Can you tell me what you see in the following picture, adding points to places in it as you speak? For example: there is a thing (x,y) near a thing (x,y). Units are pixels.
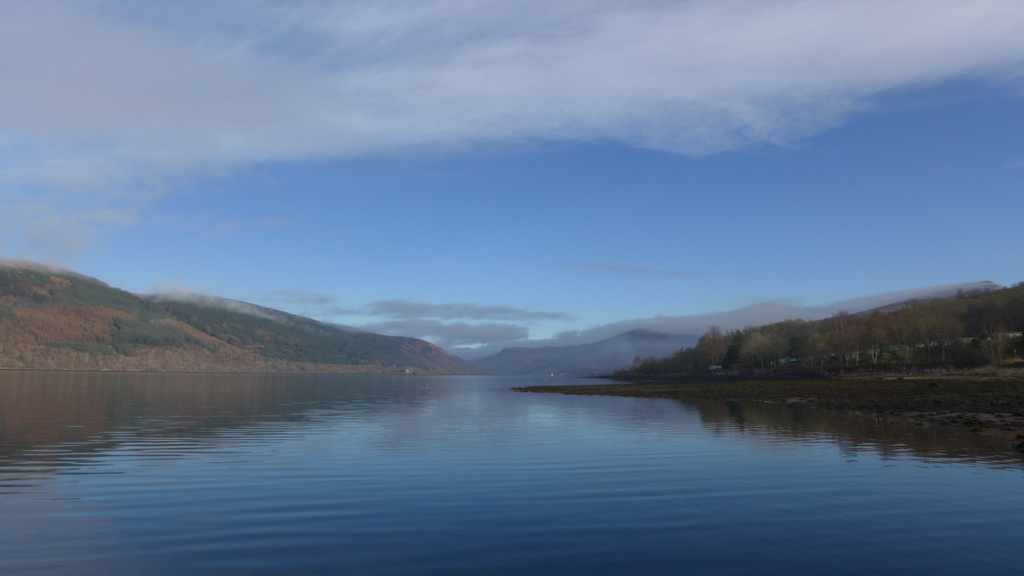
In the center of the image (561,375) there is water (567,494). In the background of the image (651,354) there are trees (838,346), mountains (638,347) and sky (589,225).
